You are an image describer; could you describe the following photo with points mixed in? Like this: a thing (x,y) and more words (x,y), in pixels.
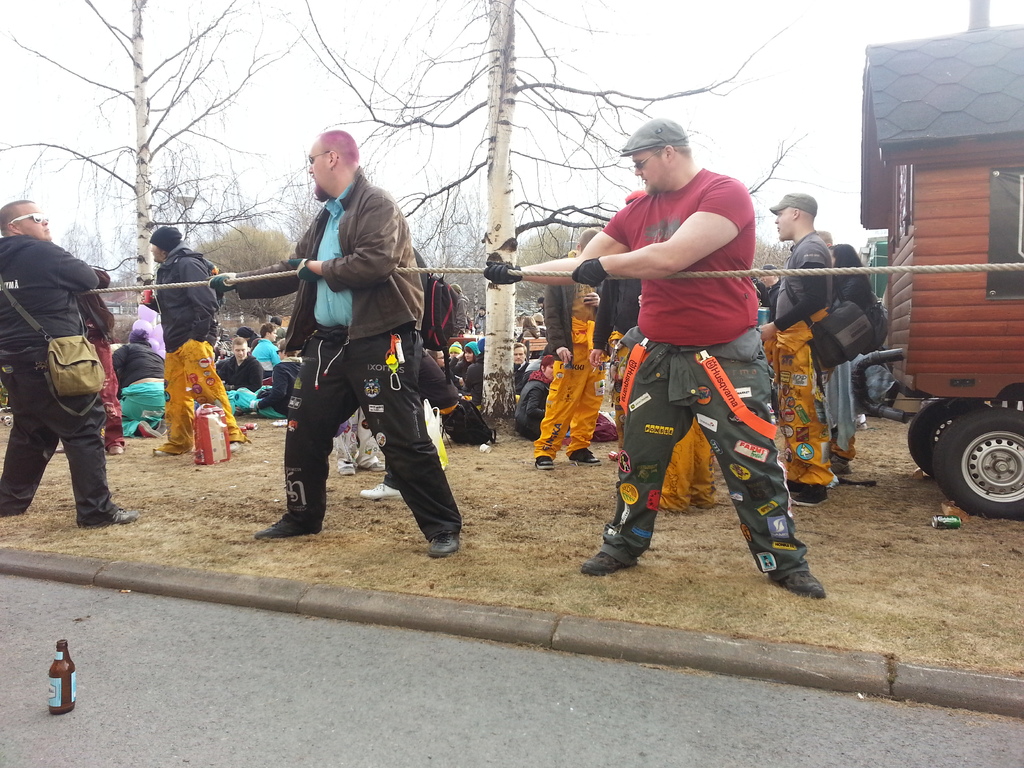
In this image we can see some people (323,401) and among them three people (396,466) are holding a rope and pulling it and we can see a bottle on the road (213,681). There are some trees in the background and there is a vehicle (970,198) on the right side of the image (873,193).
